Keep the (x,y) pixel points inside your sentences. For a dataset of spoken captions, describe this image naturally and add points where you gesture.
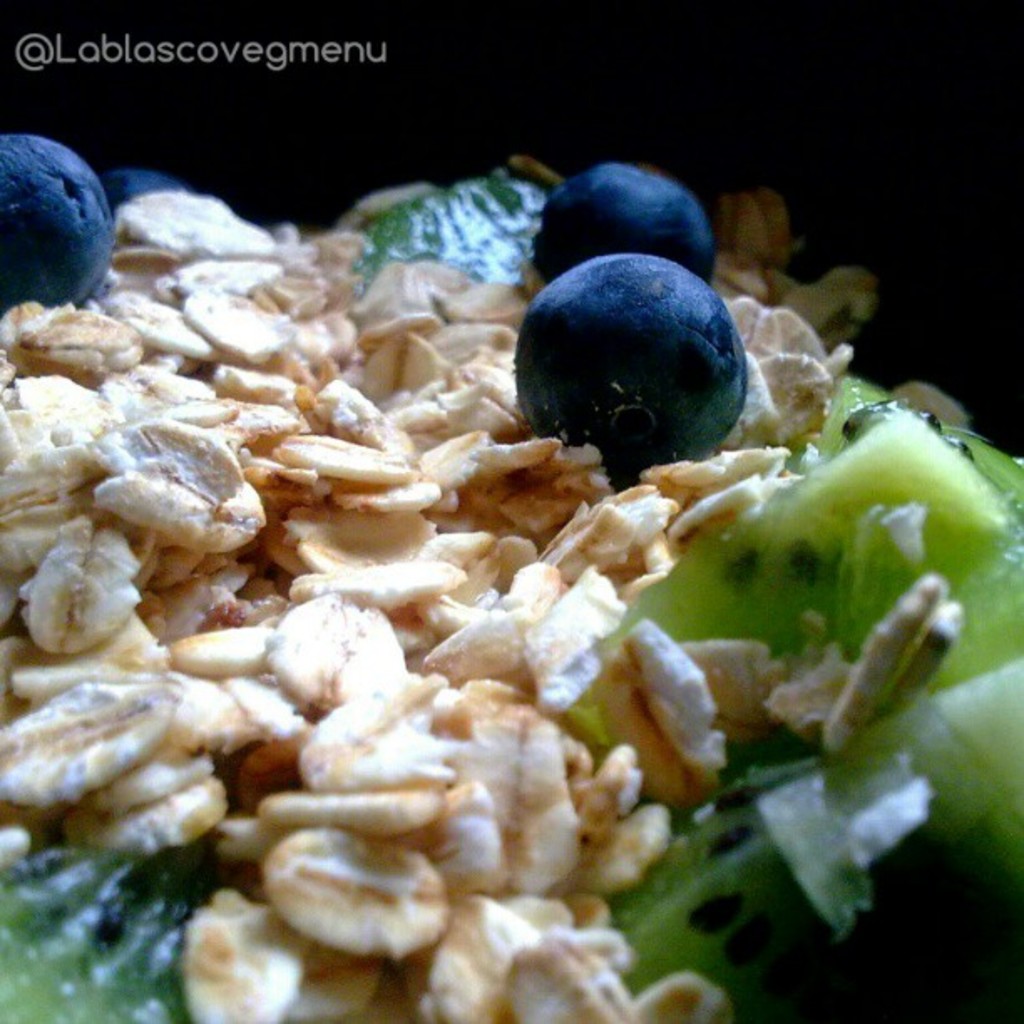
In this picture we can see food items (339,545) and in the background (699,42) it is dark and at the top left corner of this picture (200,38) we can see some text (33,45).
